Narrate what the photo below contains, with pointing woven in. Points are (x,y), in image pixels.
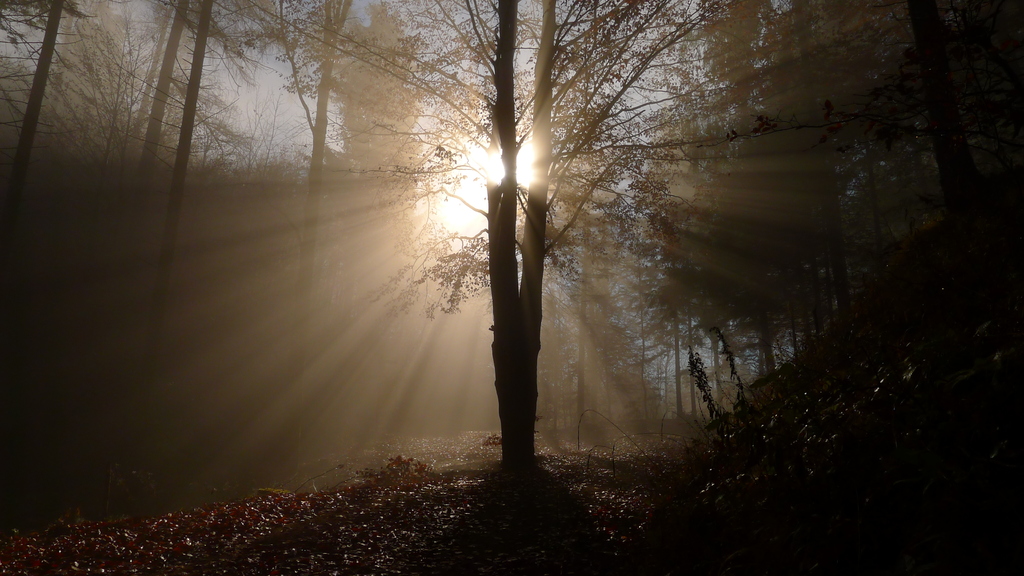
It is the picture of beautiful sunrise (464,175) in the forest (532,233), there are many tall trees (321,193) and the sun (479,175) is rising from between one of the trees (508,295).
